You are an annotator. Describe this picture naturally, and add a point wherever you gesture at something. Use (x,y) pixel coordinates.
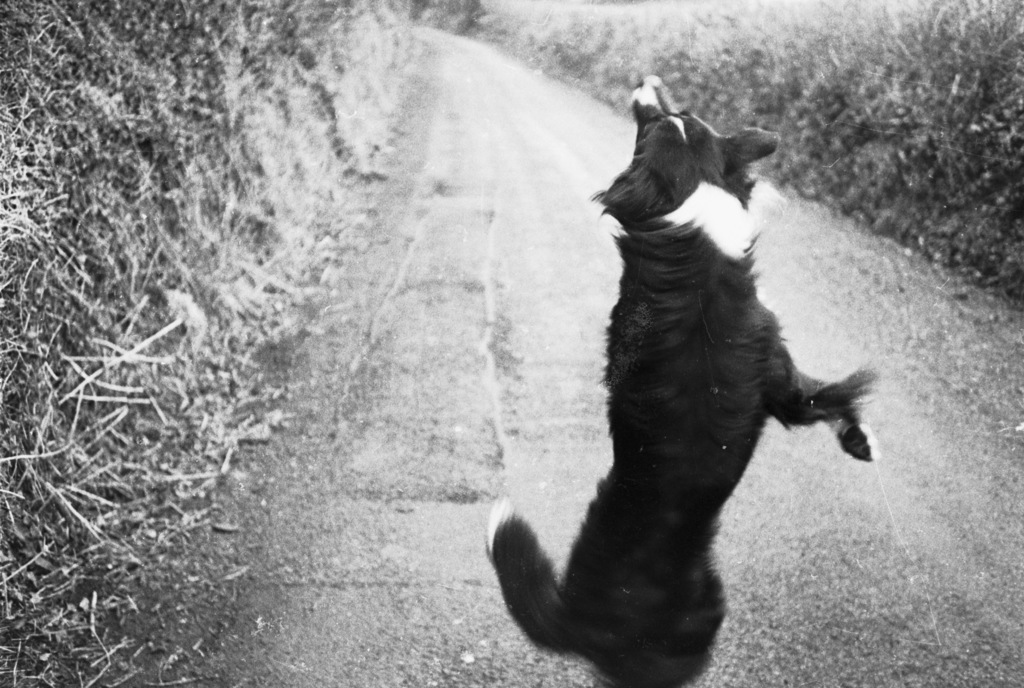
There is one dog (623,359) present on the road (559,305) as we can see in the middle of this image (676,427). It seems like a greenery (137,337) in the background (518,32).
